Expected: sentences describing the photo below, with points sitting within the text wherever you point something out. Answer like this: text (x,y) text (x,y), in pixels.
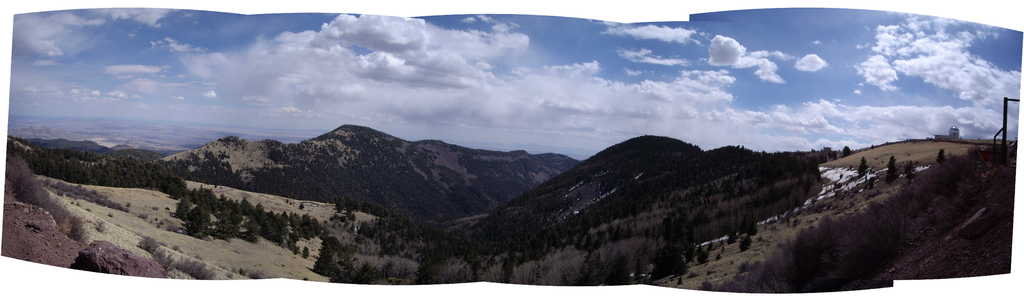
In this image we can see mountains (294,172) with trees (333,182). At the top of the image (249,44) there is sky (243,44) and clouds (493,67).
